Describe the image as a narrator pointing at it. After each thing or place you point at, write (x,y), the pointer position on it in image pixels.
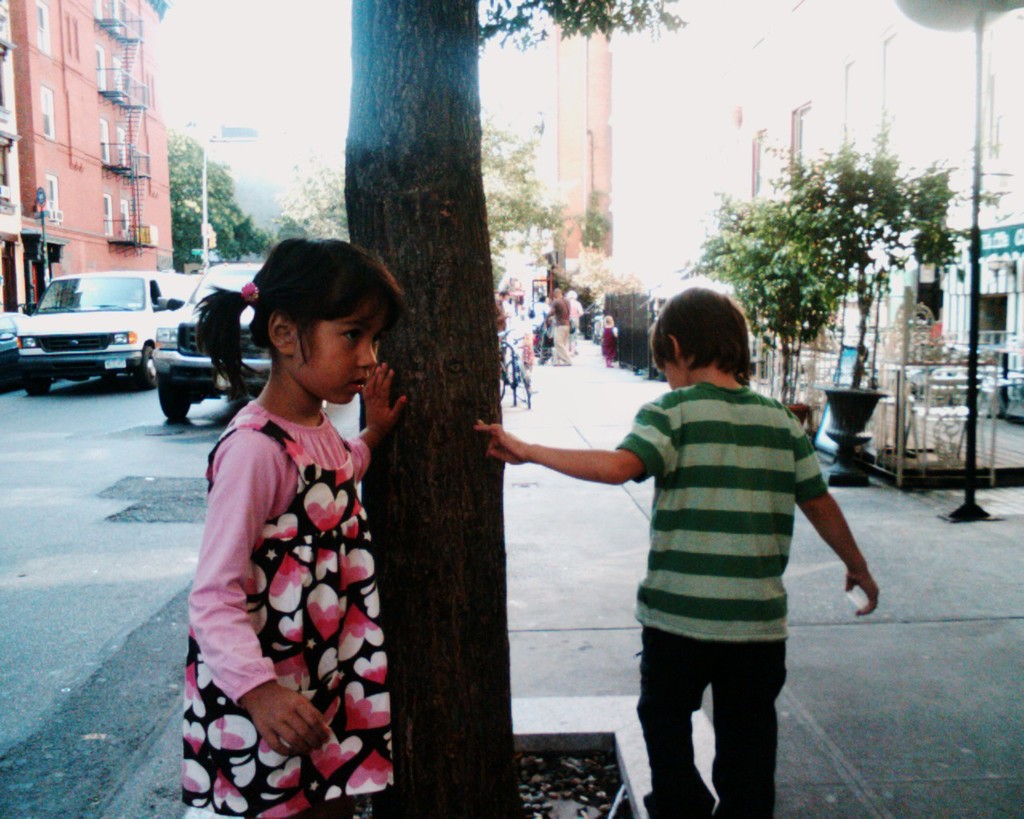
In this image I can see there is a road (122,541). And on the road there are cars (156,276) and persons (786,441). And beside the road (612,408) there are buildings (130,144) at right (736,132) and left side (67,215). There are trees (453,391), Fence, light pole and a board (848,355). And at the top (646,266) there is a sky (291,50).
